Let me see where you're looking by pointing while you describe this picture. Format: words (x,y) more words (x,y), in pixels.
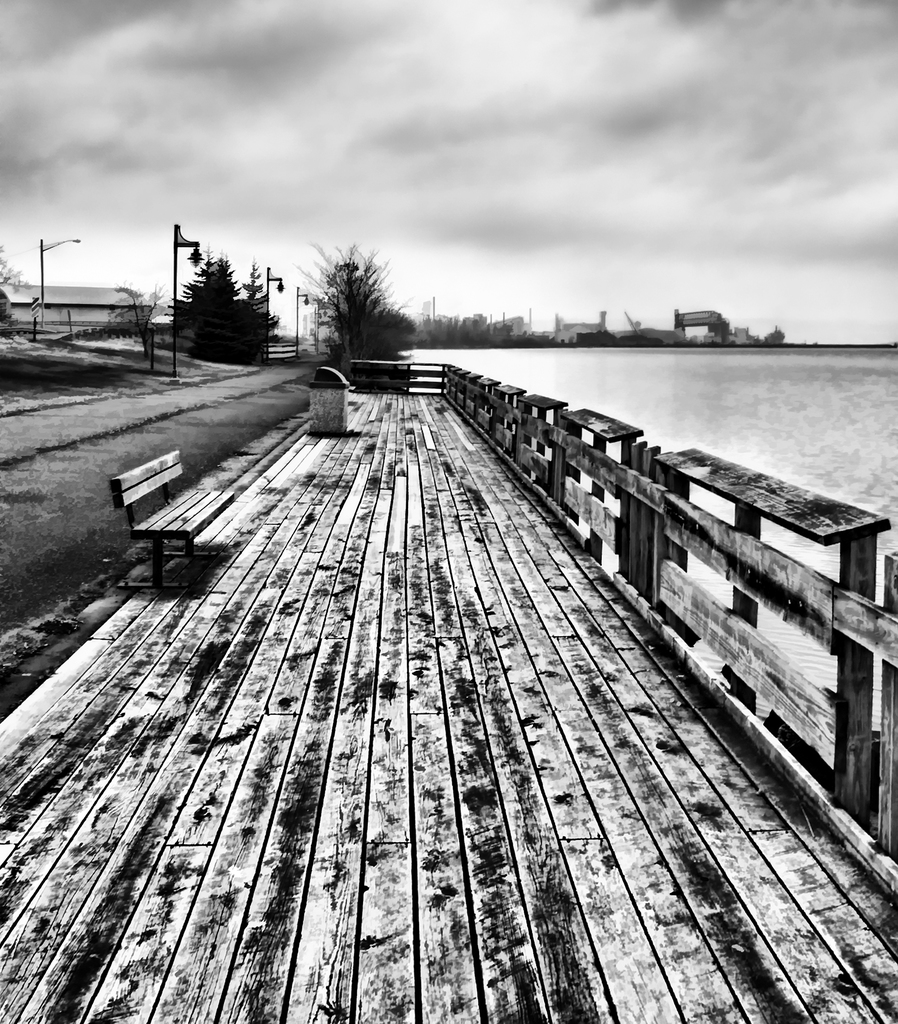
In the picture we can see a wooden path (397,927) and railing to it and on the path (508,1011) we can see some benches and behind the railing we can see water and in the background (120,326) we can see some trees (460,329) and sky (311,136) with clouds (670,125).
